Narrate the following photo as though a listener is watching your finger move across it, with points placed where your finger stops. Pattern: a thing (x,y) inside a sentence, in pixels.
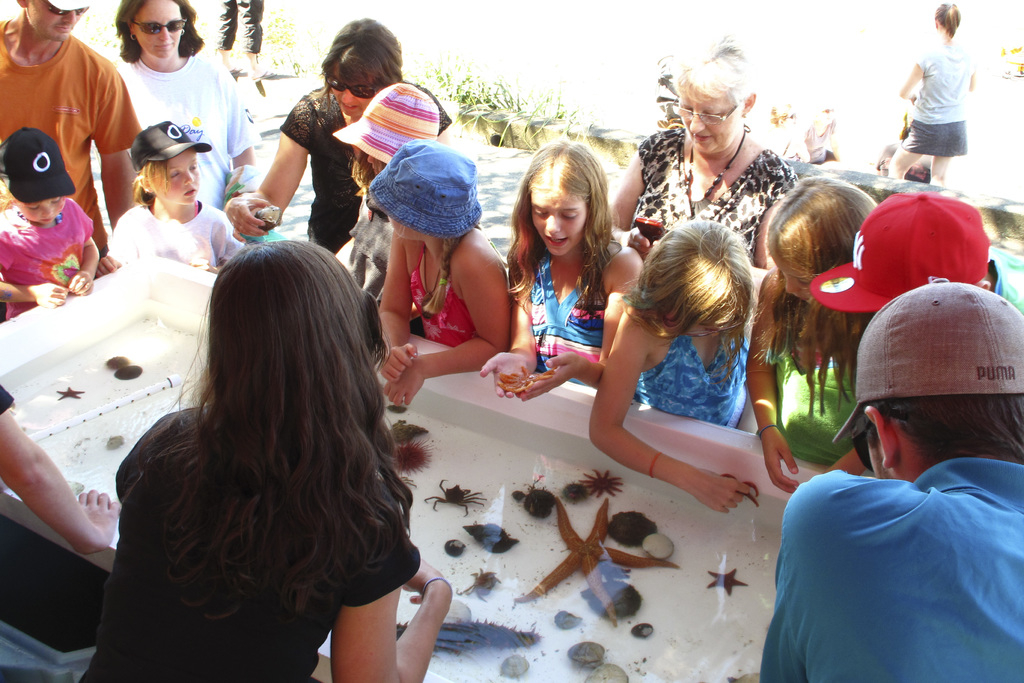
This picture is clicked outside. In the center (495,434) there is a bathtub (93,401) containing marine creatures (669,541) and water (614,593) and we can see the group of people (931,625) and group of kids (792,349) standing on the ground (469,153). In the background (558,136) we can see the plants (486,83) and some other objects (1000,236).
